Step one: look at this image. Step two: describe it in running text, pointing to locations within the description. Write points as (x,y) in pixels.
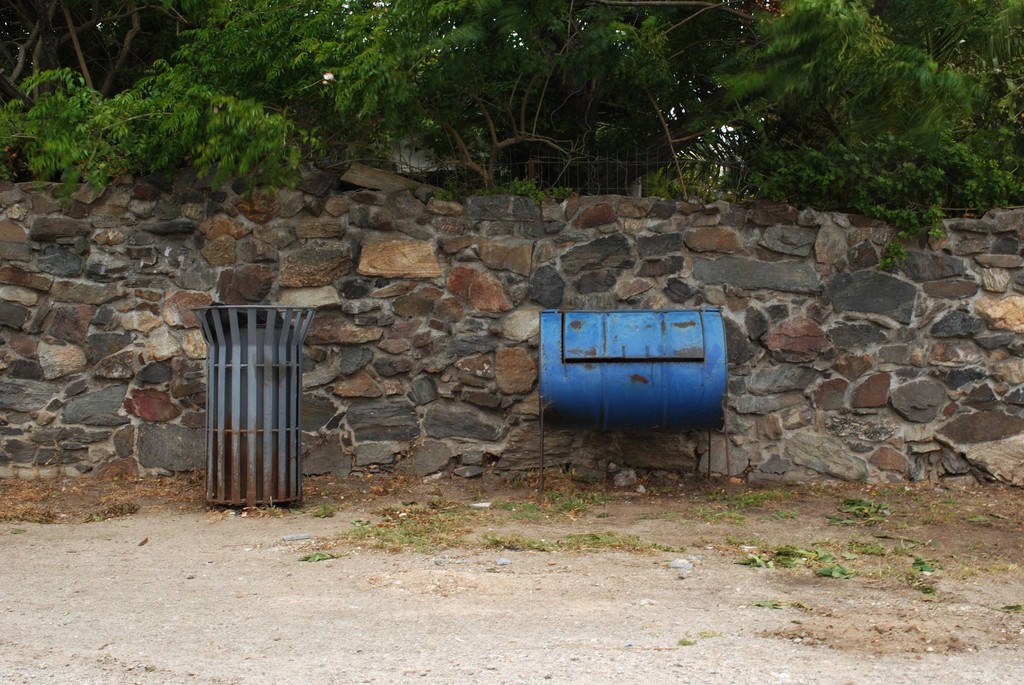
To the bottom of the image (479,555) there is a ground (308,556) with grass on it. There is a bin (283,468) on the ground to the left side (262,445). And beside the bin (272,483) to the right side (693,423) there is a blue drum (722,426) on the stand (727,411). Behind them there is a stone wall (176,374). Behind the wall (169,386) to the top of the image (293,101) there are trees (772,14).
